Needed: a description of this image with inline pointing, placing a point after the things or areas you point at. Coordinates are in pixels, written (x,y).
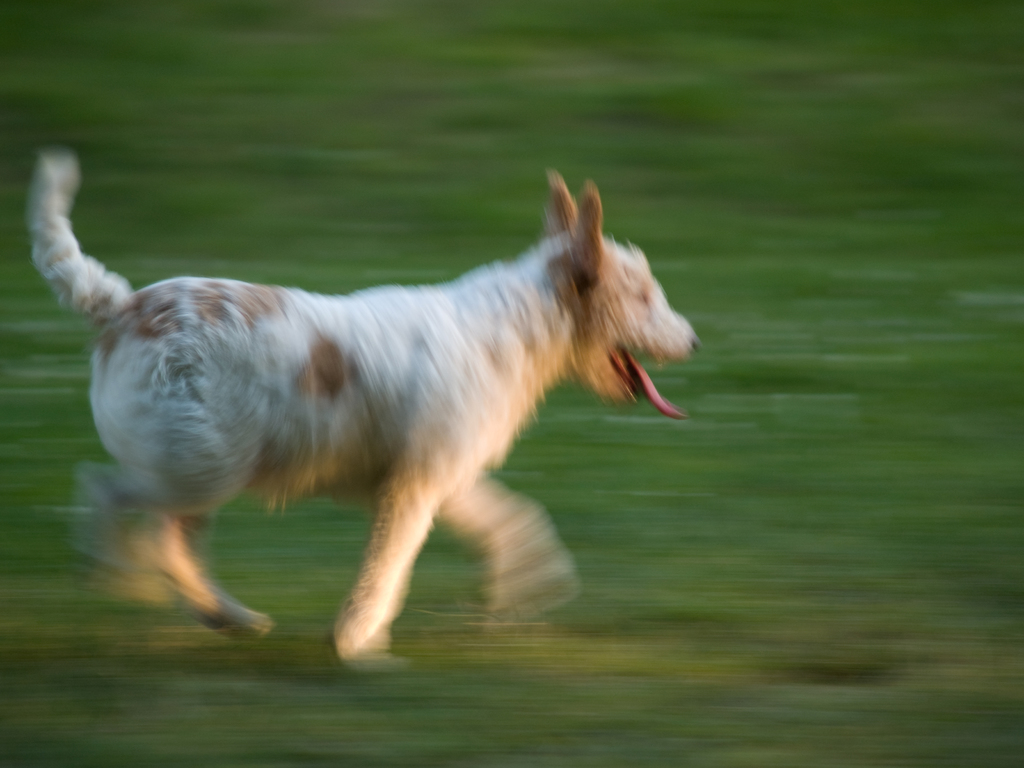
In this image, we can see a dog (621,361) and the blurred background (644,33).
